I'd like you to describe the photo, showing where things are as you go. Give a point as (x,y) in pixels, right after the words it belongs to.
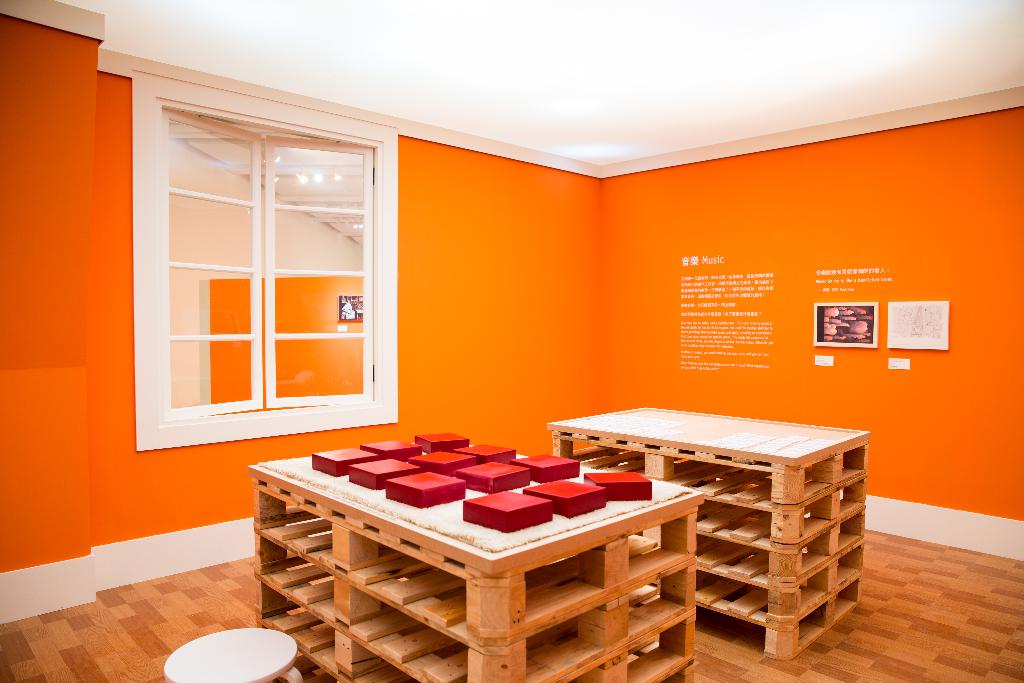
In this picture those look like the tables (842,511) in the middle (596,430), on the left side (326,273) there are glass windows (297,236) and lights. On the right side (871,320) I can see few photo frames (898,328) and the text (751,315) on the wall (741,358).
